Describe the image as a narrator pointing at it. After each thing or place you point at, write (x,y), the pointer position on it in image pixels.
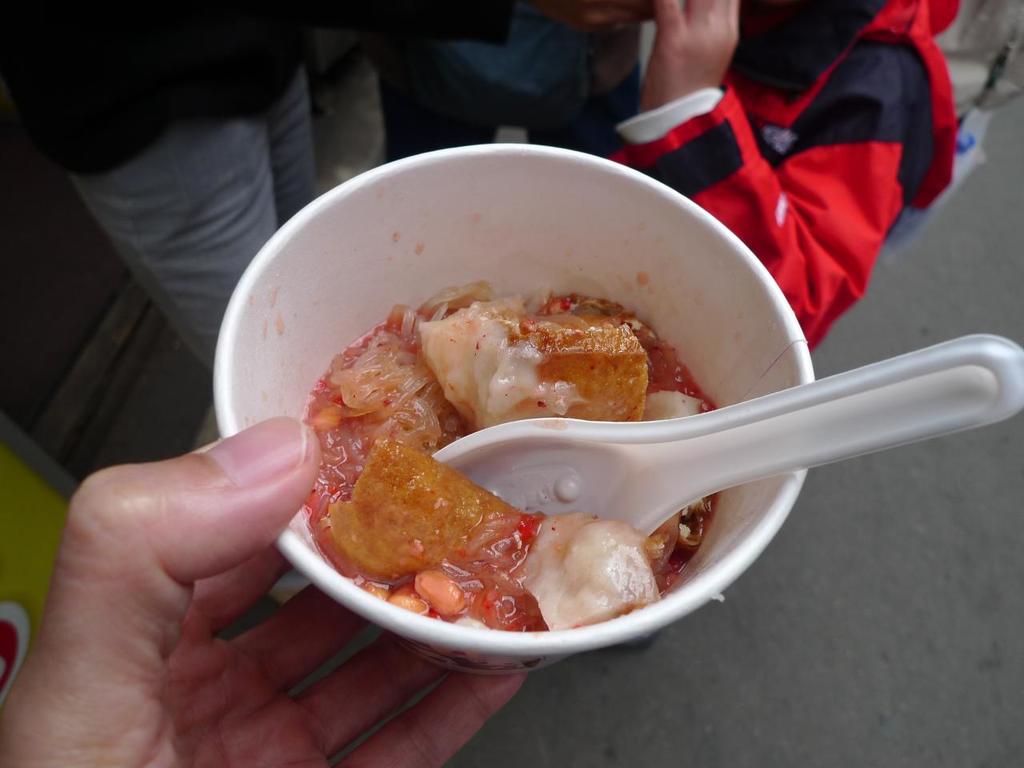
In this image I can see the person (387,650) holding the bowl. In the bowl (517,296) I can see the food (539,528) in brown and cream color. In the background (598,106) I can see few people (144,103) standing.
